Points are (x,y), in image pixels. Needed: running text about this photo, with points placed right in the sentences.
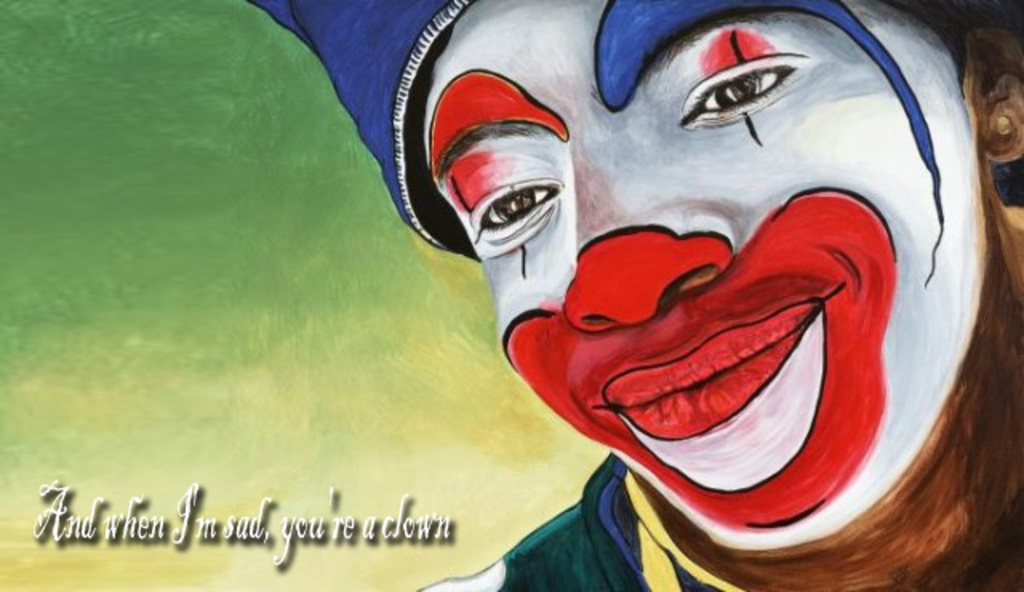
In this image there is a clown (689,359) at the right (886,442) and a quote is written at the left bottom (186,551).
